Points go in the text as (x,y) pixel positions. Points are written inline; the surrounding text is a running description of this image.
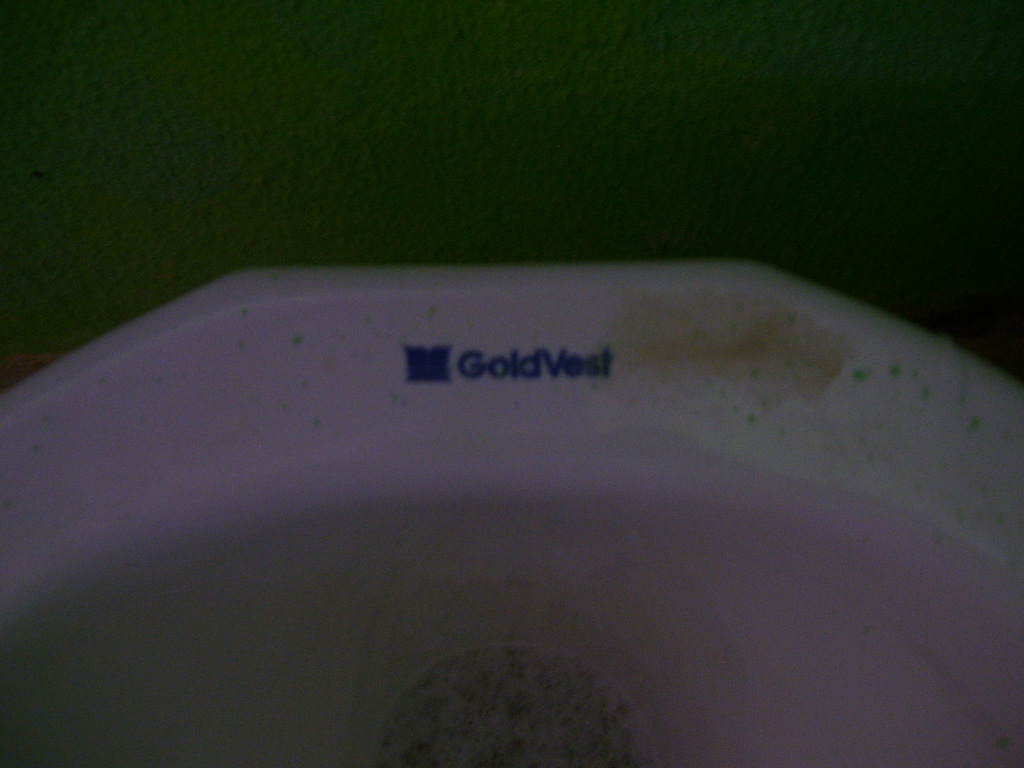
There is a white color object (533,433) which has gold vest written on it and the wall (458,124) is green in color.
